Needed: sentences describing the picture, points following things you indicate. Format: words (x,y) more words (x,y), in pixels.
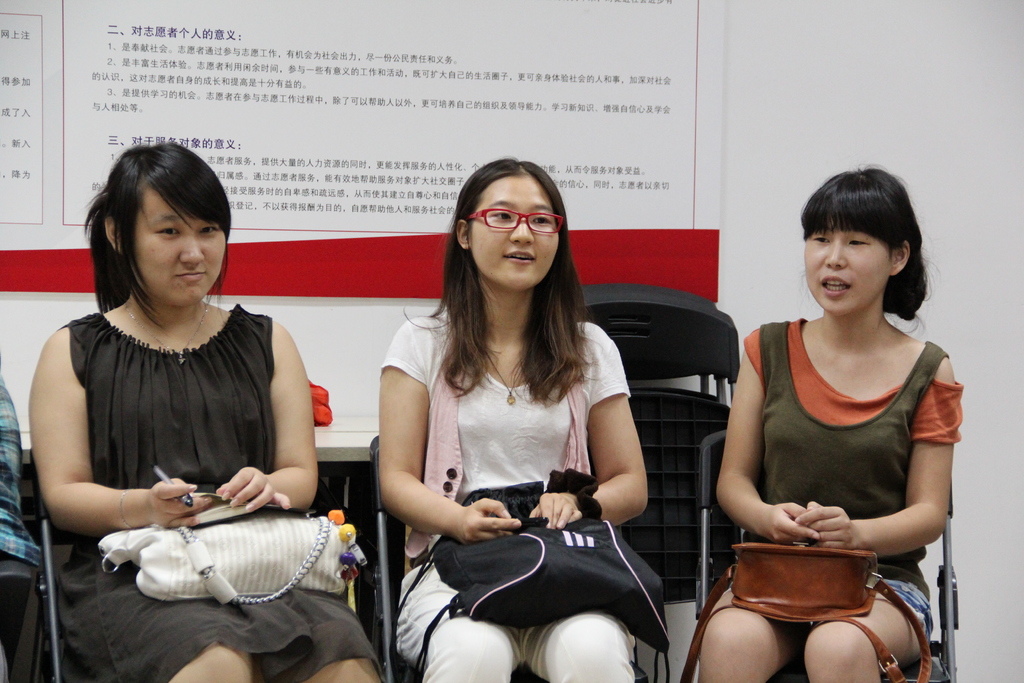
In this image a three woman (227,443) are sitting on the chairs (371,464), they three are staring at some thing. In the back ground (378,432) there is a table (365,448) and a poster (392,90) with some written text (215,66). On the right (857,478) a woman (848,184) is there, her hair (876,209) is short and i think she is speaking something.
